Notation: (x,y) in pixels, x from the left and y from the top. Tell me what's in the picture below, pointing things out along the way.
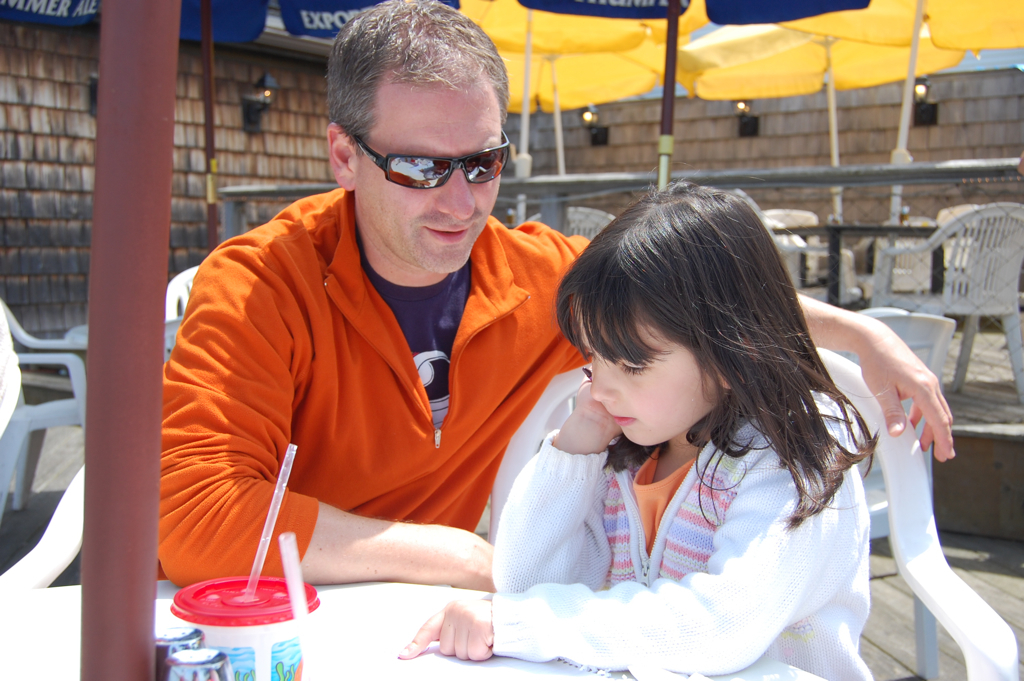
In this image there is a man (434,364) and a girl (621,447) sitting on chairs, in front of them there is a table (386,615), on that table (370,615) there are bottles (270,639), in the background (954,270) there are chairs (899,256), tables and umbrellas (502,6) and a wall (32,163).
